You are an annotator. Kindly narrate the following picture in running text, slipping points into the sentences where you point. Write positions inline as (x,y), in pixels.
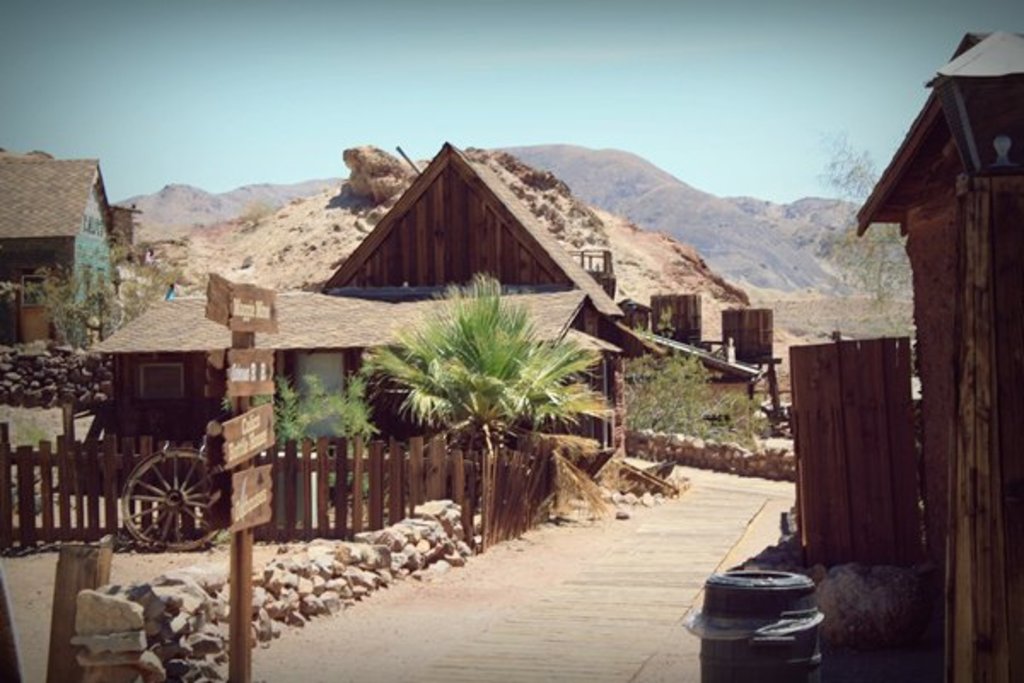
In front of the image there are boards (233,392) with some text (248,483) on it. There is a dustbin (731,616). There are rocks (436,549), trees (415,386), wooden houses (426,310), wooden fence (400,473) and a few other objects (747,334). In the background of the image (214,207) there are mountains (673,224). At the top of the image (486,61) there is sky (394,66).
